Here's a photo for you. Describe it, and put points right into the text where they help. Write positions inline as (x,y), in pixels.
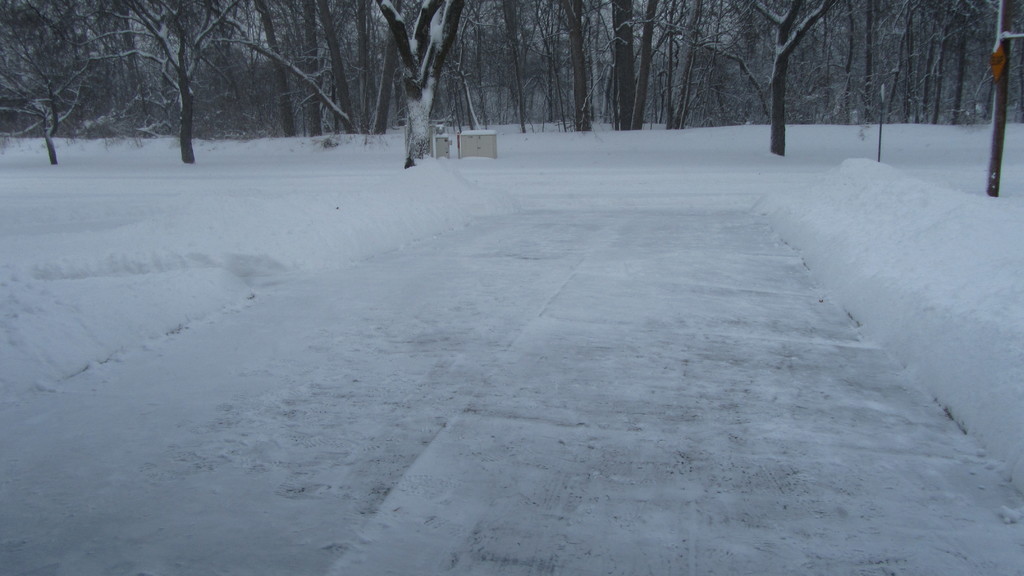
In this picture I can see some trees (229,101) and snow (310,239) on the ground (295,223).
